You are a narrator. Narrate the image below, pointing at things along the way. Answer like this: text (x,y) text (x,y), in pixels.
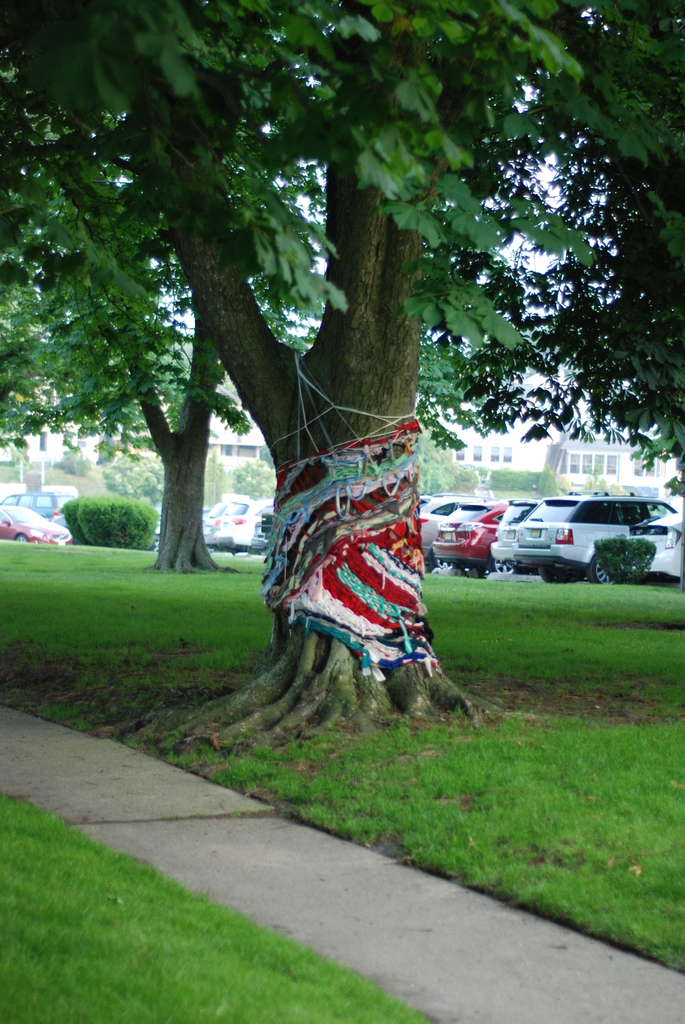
In this image, we can see buildings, vehicles (587,525), shrubs (98,515) and there are trees (124,358) and we can see some clothes (338,536) on one of the tree (267,723). At the bottom (261,830), there is ground (397,781).
